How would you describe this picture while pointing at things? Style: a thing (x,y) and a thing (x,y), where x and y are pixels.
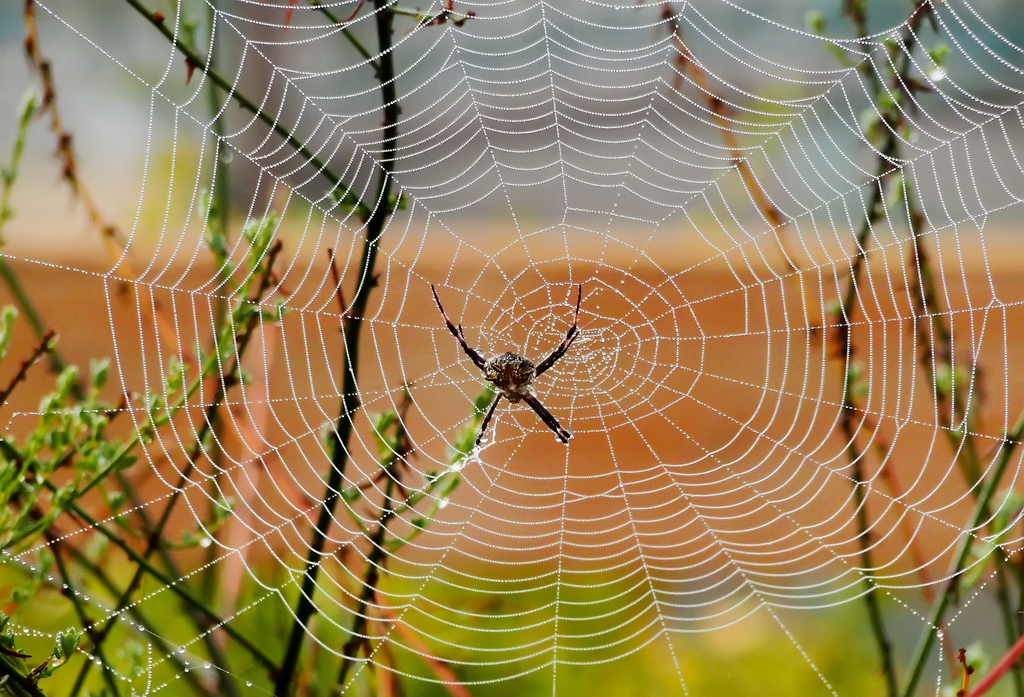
In this image, we can see a spider (578,299) on the web (272,440). We can also see some plants (883,473) and the blurred background (715,663).
